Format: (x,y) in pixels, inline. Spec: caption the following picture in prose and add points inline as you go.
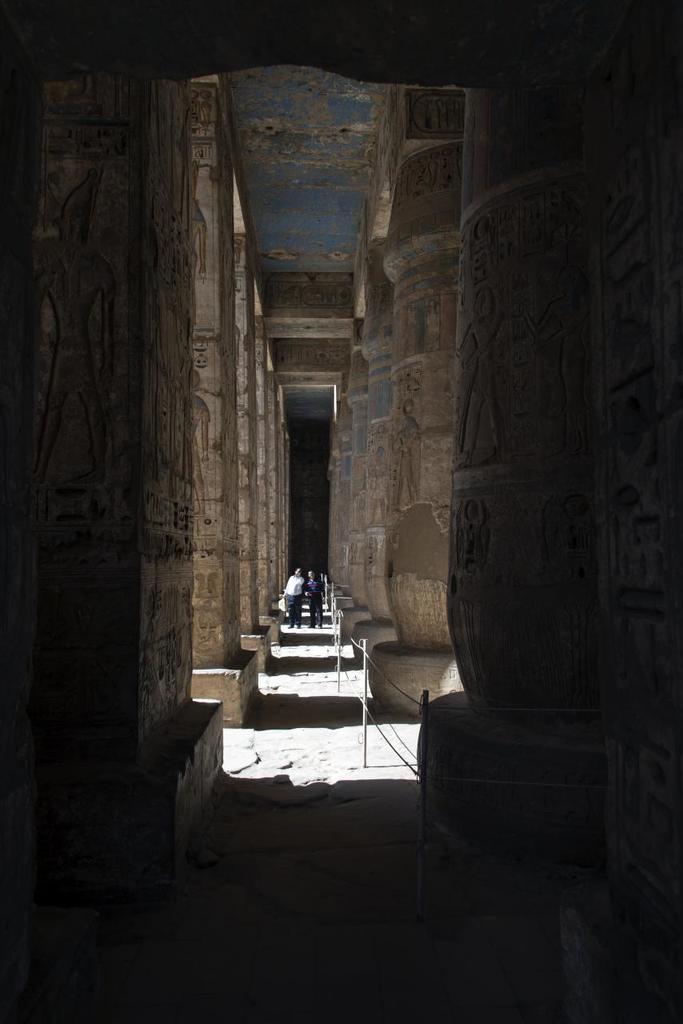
In this picture we can see many pillars (480,503) on the right (458,555) and left side of the path (294,747). We can see two people (304,594) standing on the path (308,624). There are carvings (88,283) visible on these pillars (367,604).
